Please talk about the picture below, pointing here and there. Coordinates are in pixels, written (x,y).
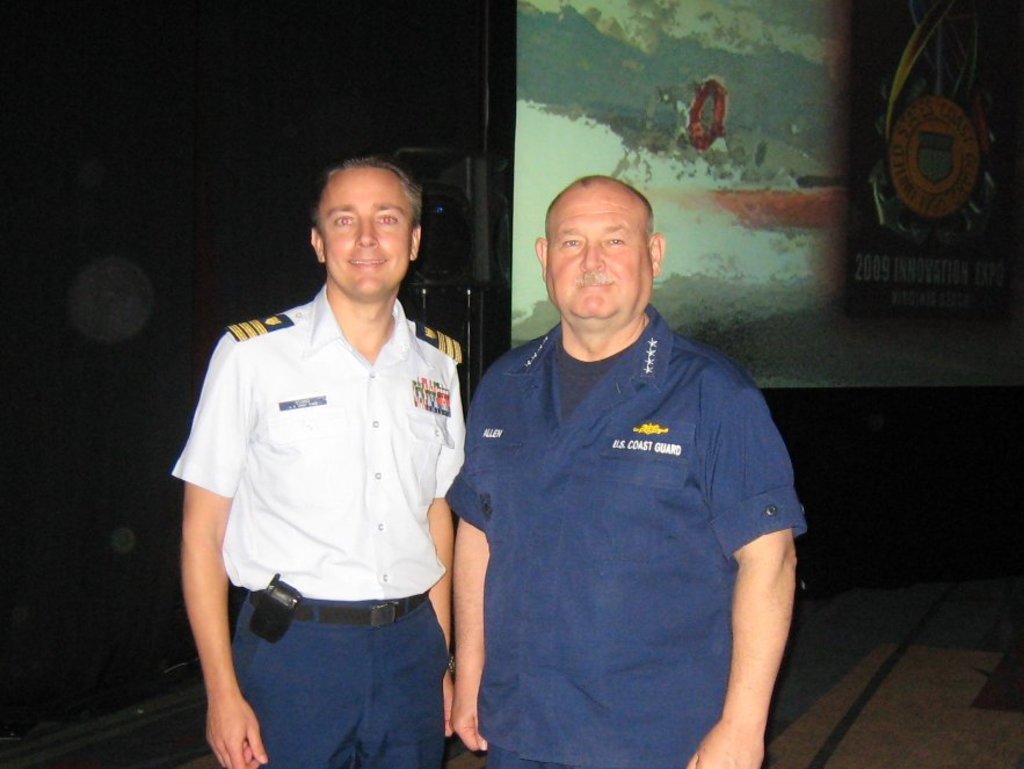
In this image in the front (465,485) there are persons (427,481) standing and smiling. In the background (714,212) there is a board (756,235) with some text (911,273) written on it and on the left side (179,277) there are objects (98,432) which are black in colour.
